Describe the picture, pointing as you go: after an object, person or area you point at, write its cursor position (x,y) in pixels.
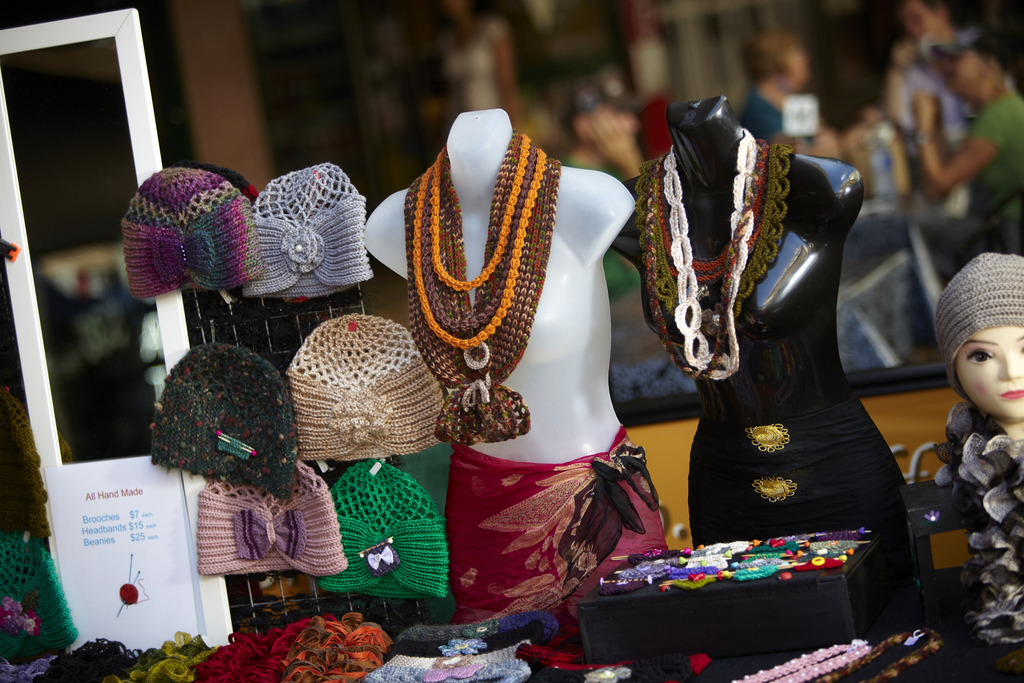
In this picture I can see mannequins (811,228) with clothes (827,420) and woolen jewelries (770,212), there are woolen caps (3,427) and some other objects (51,172), and there is blur background (367,158).
